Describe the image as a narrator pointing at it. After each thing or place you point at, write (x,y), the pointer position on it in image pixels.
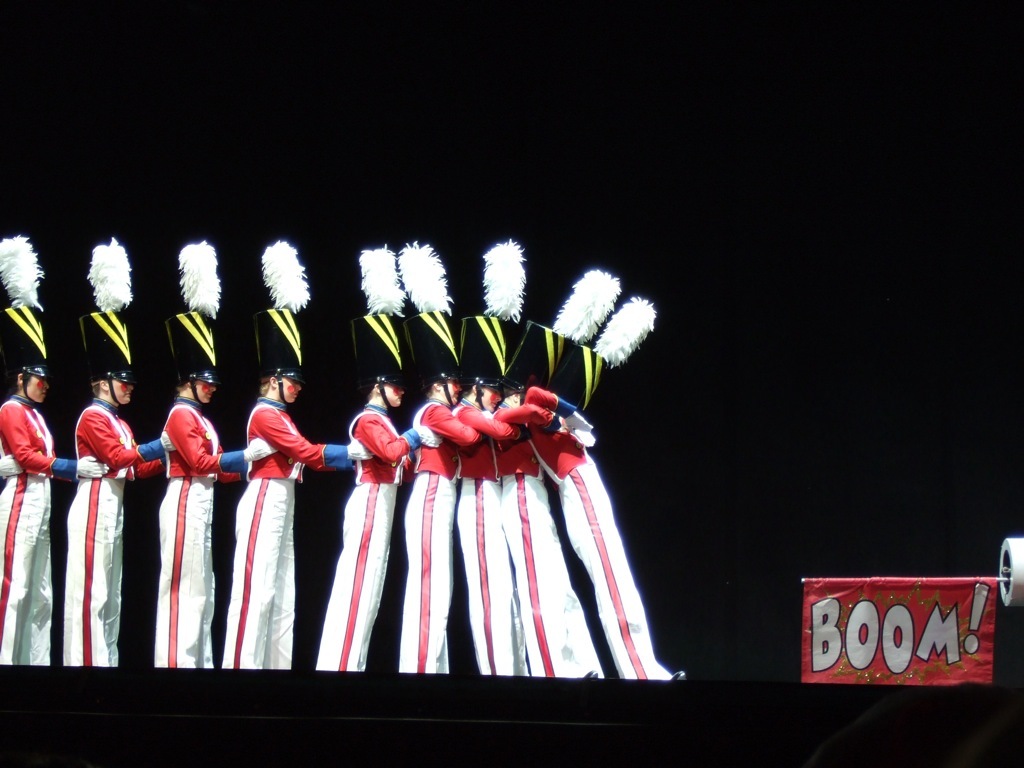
In this image few people (493,473) are dancing on the stage (247,724). They are wearing caps (93,337). Right bottom there is a banner (884,623). Background (824,25) is in black color.
